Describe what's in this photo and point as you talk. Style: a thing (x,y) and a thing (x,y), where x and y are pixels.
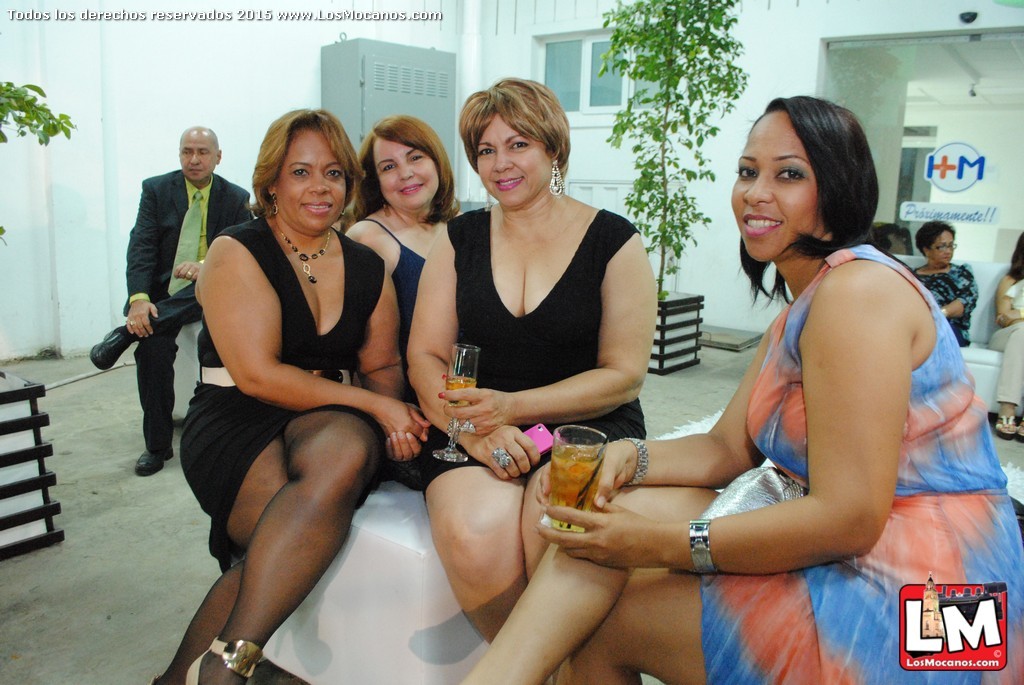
In this image there are persons (759,566) sitting, there is a person (489,401) holding a glass (445,459) and a mobile phone (536,438), there is a person (1013,301) truncated towards the right of the image (1014,319), there is a plant (684,197), there is a plant (28,114) truncated towards the left of the image (17,105), there is text (75,16) on the image, there is a window (910,183), there is a sticker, there is an object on the floor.
